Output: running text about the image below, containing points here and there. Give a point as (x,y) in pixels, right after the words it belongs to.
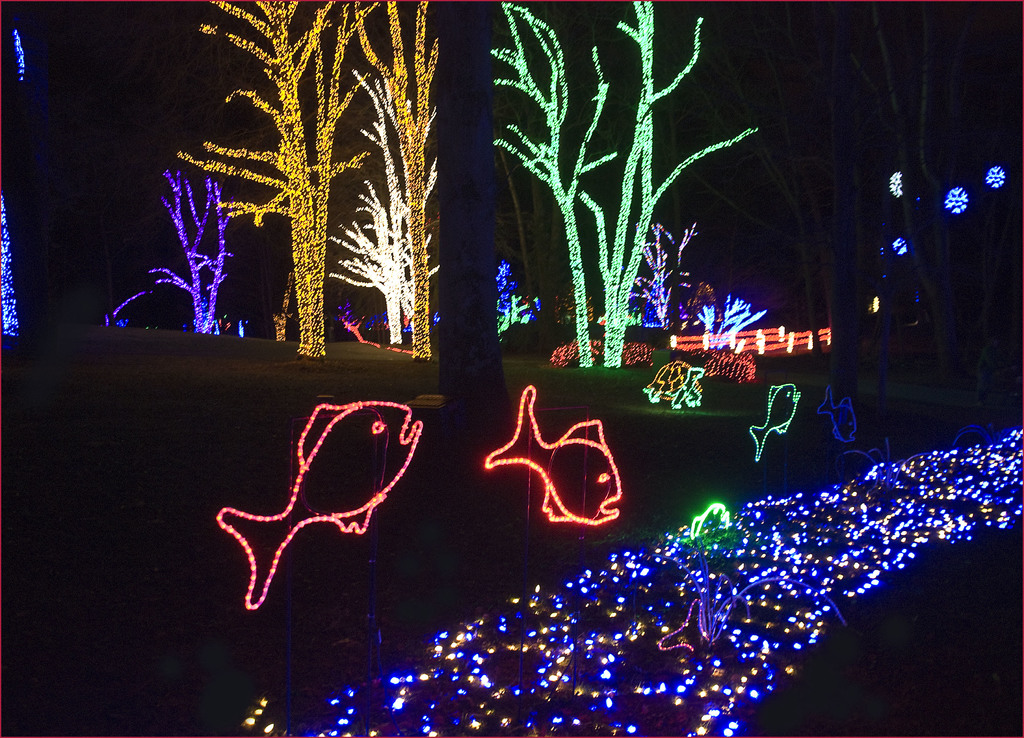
This picture is completely dark with full of lights (620,635). the trees (349,266) are decorated with lights (318,244). These are artificial fishes (373,460). This is a tortoise (670,376). These are lights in blue colour.
